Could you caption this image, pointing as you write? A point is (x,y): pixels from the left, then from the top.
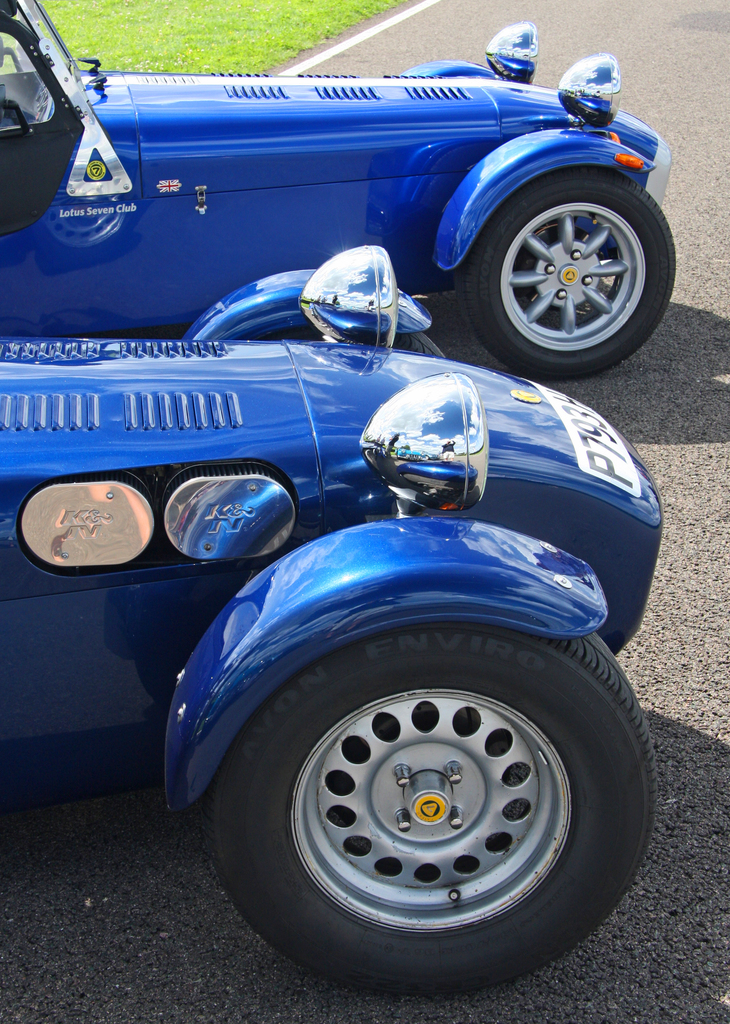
In this image we can see two blue color vehicles (338,496) on the road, and also we can see the grass (200,43).
